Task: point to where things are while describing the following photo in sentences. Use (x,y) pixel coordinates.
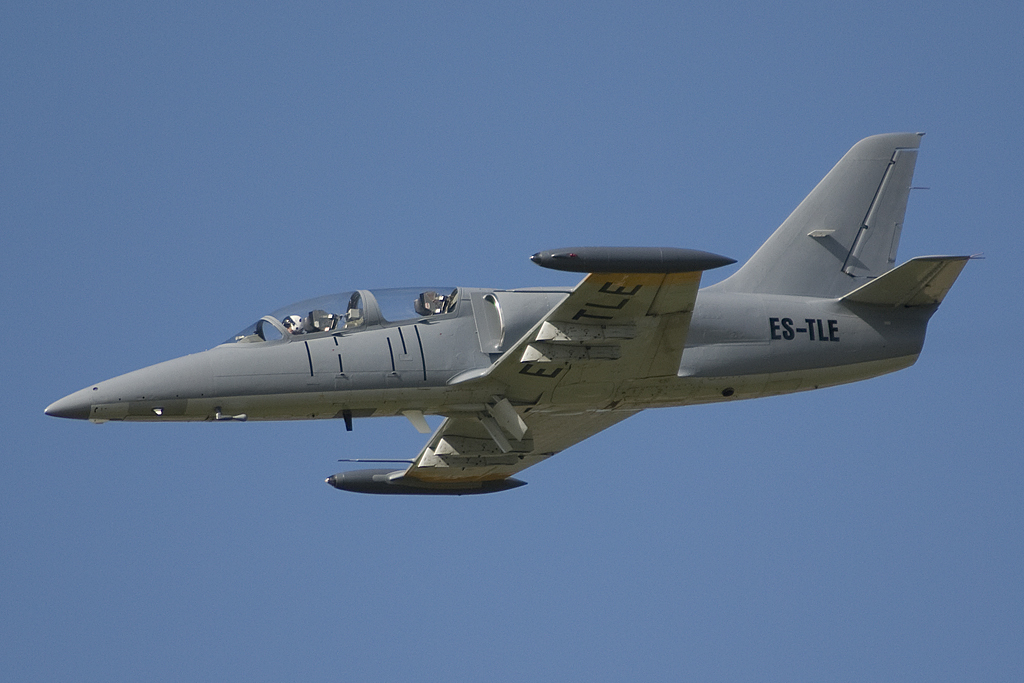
In this picture we can see an aeroplane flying in the air (427,200). In the background (246,236) there is sky (970,215).
